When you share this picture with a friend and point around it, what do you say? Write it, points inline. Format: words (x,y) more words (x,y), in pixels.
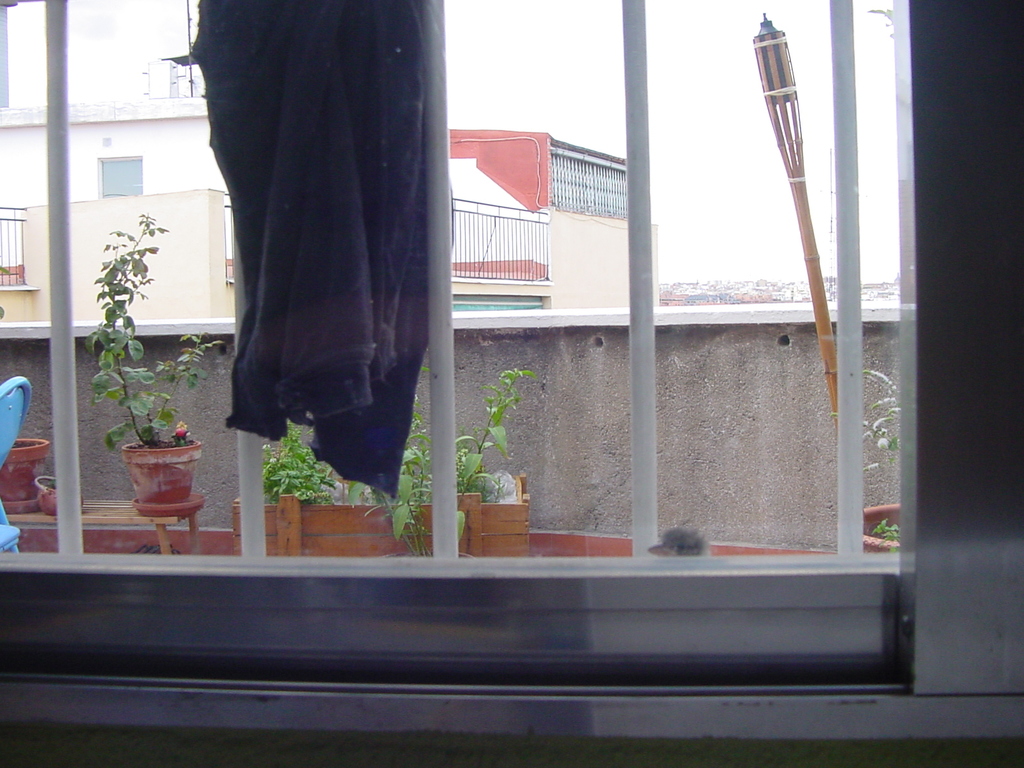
In this image in front (55,517) there is a glass window (75,502) through which we can see benches (91,510). On top of it there are flower pots (31,473). There is a chair (1,534). There is a jacket (363,324). There is a light (792,101). There are buildings (596,256) and sky (612,63).
